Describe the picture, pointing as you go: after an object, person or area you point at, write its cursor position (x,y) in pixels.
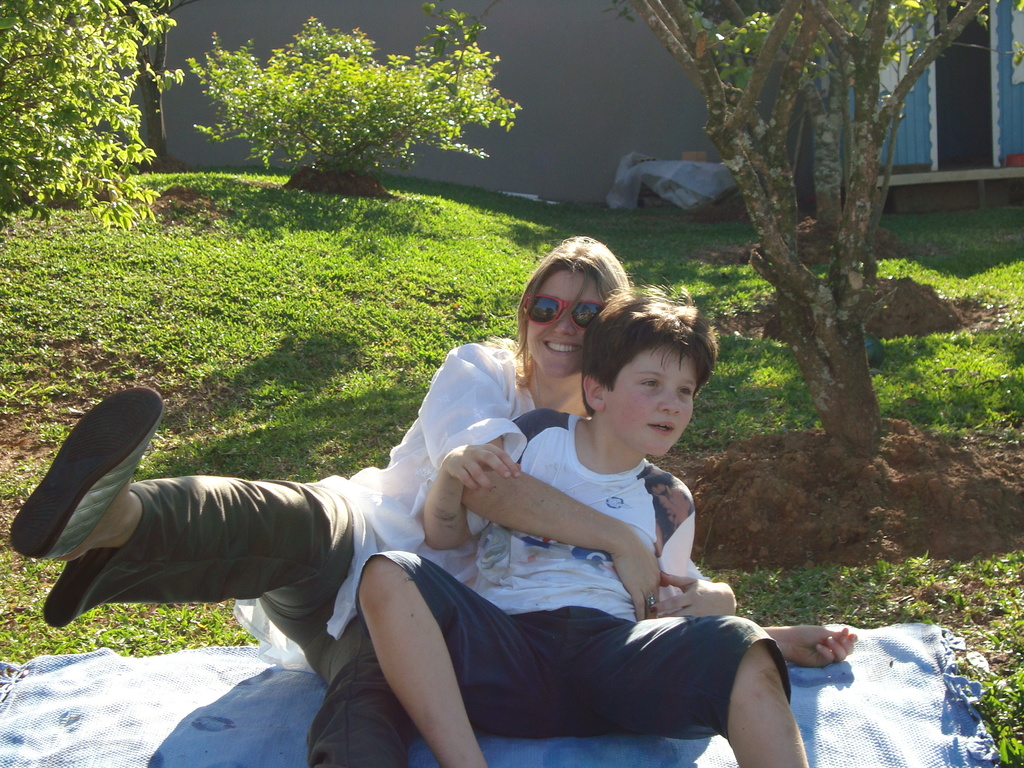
In the center of the image (441,474) we can see boy (464,515) and woman (203,517) sitting on the ground (854,661). In the background (855,131) we can see trees (836,137), plants (331,133), grass (282,302) and building (504,81).
